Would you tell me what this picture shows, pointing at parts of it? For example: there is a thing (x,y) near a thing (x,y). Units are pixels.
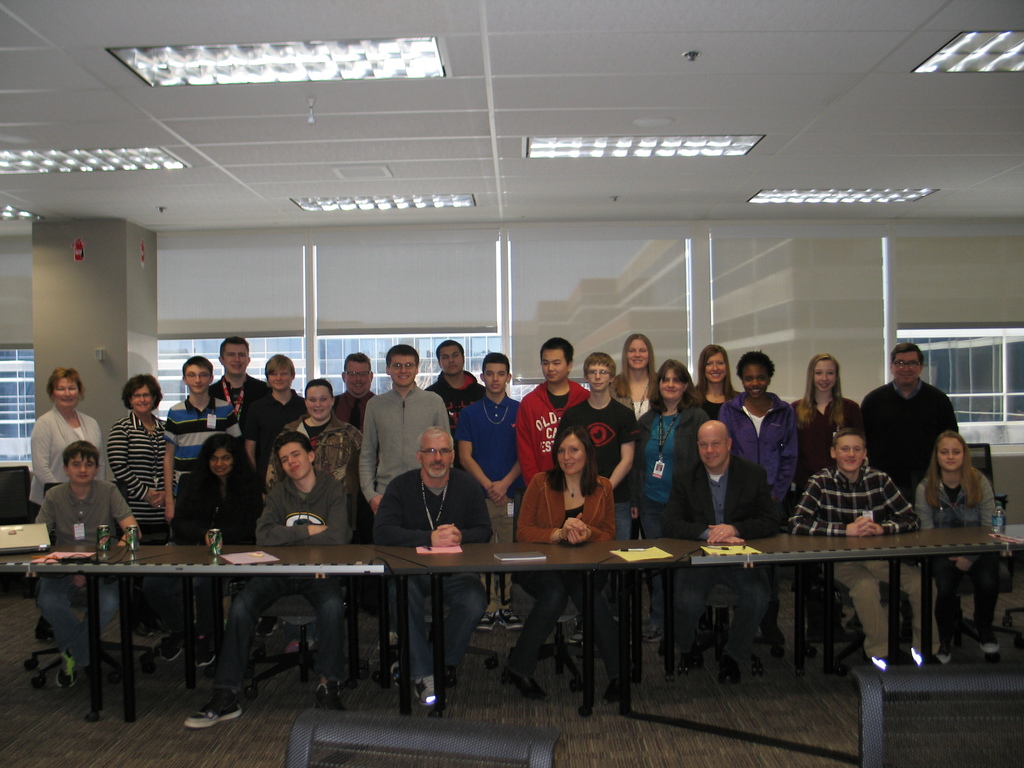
There are many people (381,452). Some are sitting and standing. Some are wearing tags (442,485). There are tables (591,556). On the tables (629,571) there are books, cans (131,536) and some other things (703,549). On the ceiling (486,139) there are lights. In the back (352,339) there are glass windows (213,362) with curtains (603,306).
